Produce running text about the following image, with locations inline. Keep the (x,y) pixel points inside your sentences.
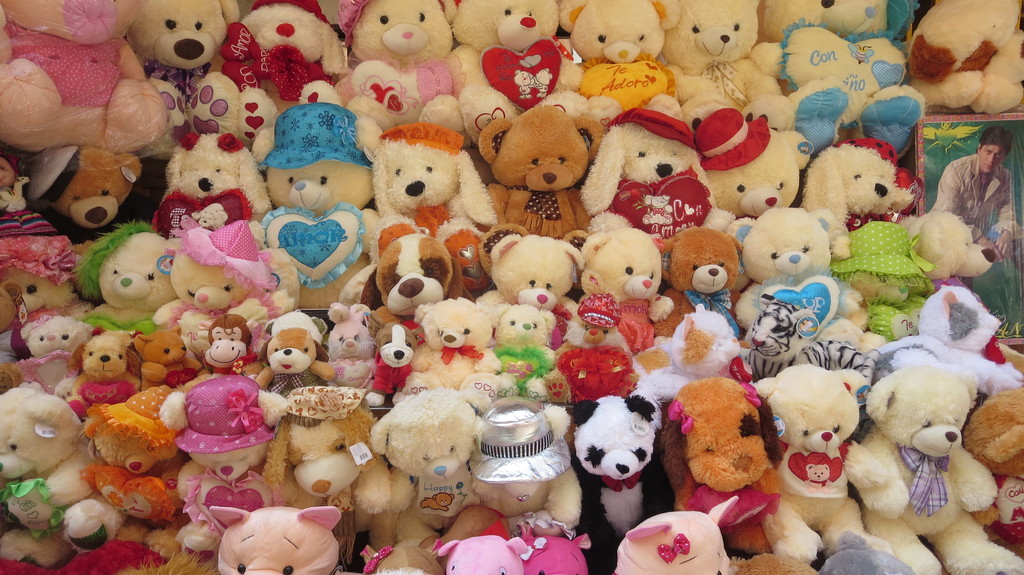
In the center of the image (470,325) there are many dolls (216,544) and at the right side of the image (1007,309) there is a wallpaper (980,208).
